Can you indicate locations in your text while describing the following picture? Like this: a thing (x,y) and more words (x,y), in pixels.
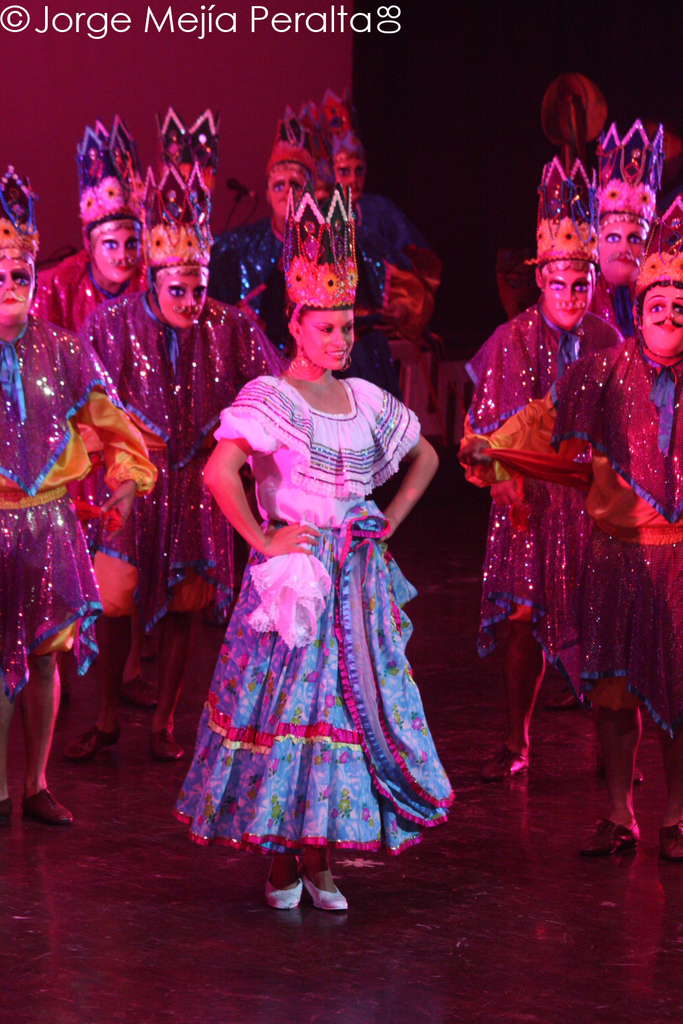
In this image I can see the floor (526,919) and number of persons (354,570) wearing costumes (222,393) are standing on the floor (392,882). I can see the red and black colored background (410,60).
